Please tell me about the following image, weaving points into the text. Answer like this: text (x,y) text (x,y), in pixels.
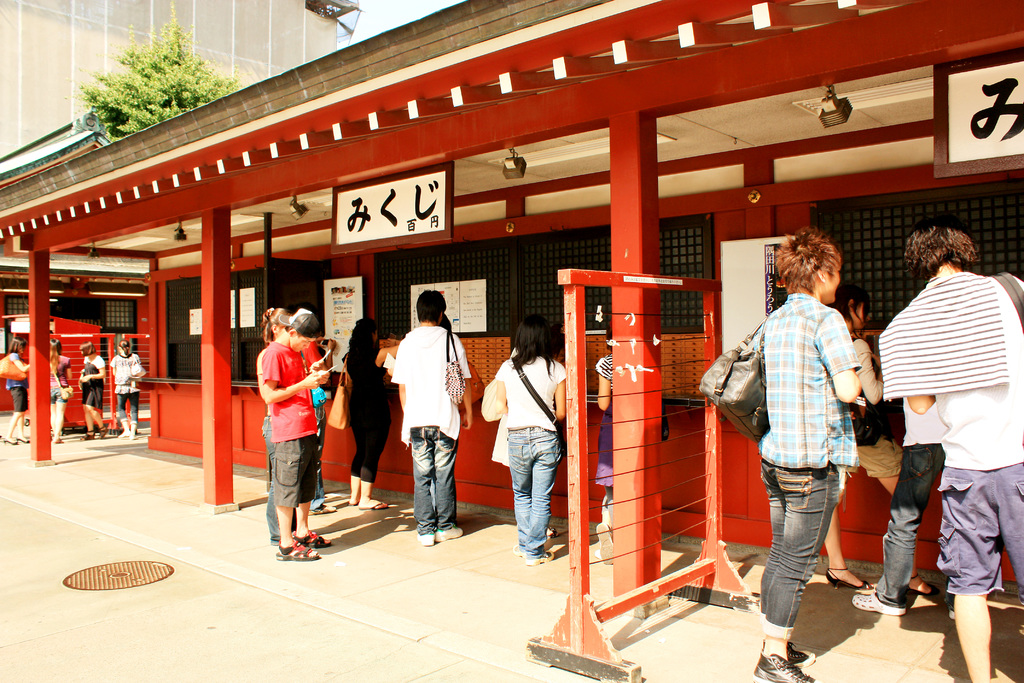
In this image I can see people (394,378) standing. There is a building (634,293) which has boards (340,319). There is a tree (158,98) on the left (147,82).
